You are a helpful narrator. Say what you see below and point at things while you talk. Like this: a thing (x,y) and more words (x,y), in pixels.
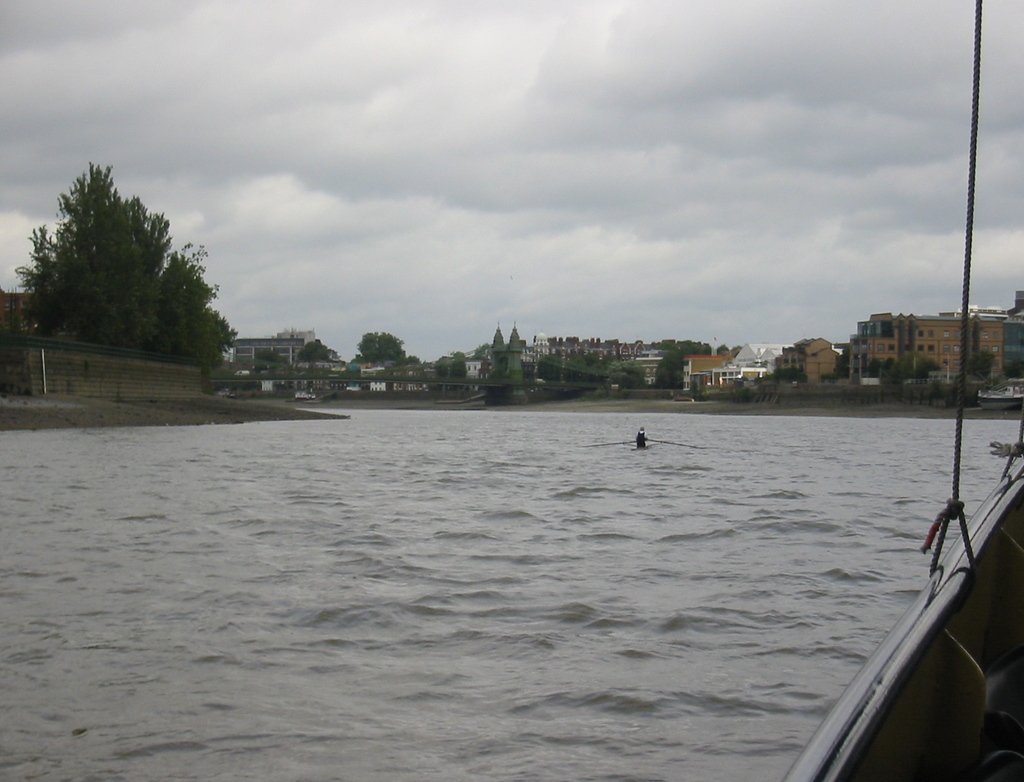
In this image there is water (676,563). Right side (957,716) there is a boat (897,714). Left side (109,372) there is a fence (79,361). Behind there are few trees (132,338) on the grassland (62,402). Background (1003,330) there are few buildings (582,346) and trees (1014,365) on the land (688,409). Top of the image (625,151) there is sky (503,218).
